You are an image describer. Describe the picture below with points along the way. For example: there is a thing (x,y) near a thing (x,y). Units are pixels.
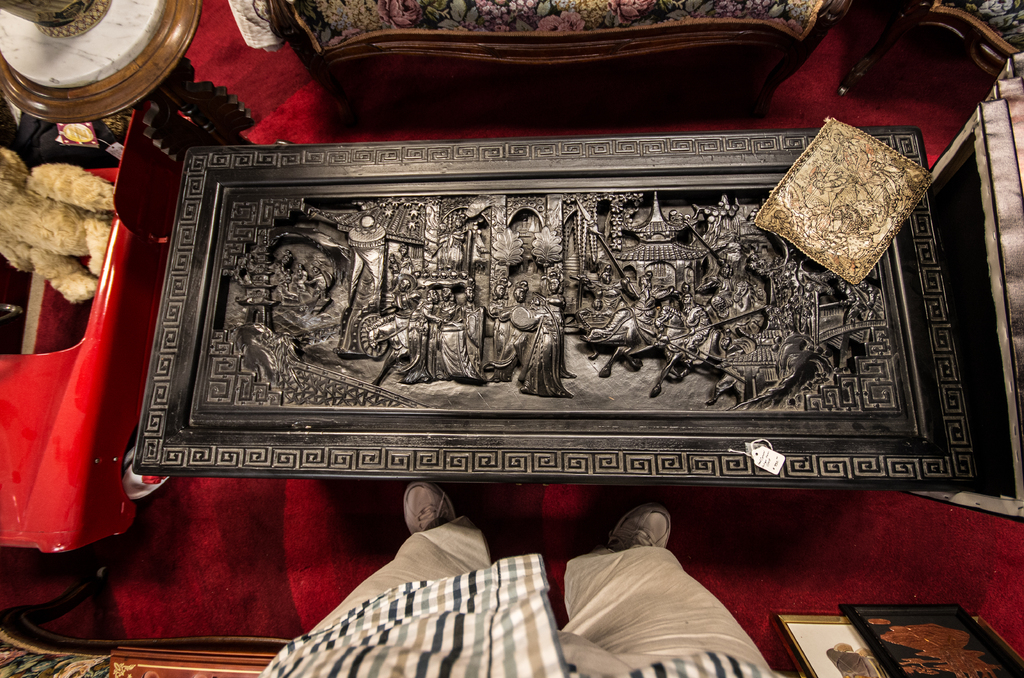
In this image I can see a table (464,347). There are some carvings (534,327) on it. At the bottom (616,600) I can see a person (610,615) standing. I can see two chairs (776,48). There is a red carpet (296,114) on the floor (823,524).
